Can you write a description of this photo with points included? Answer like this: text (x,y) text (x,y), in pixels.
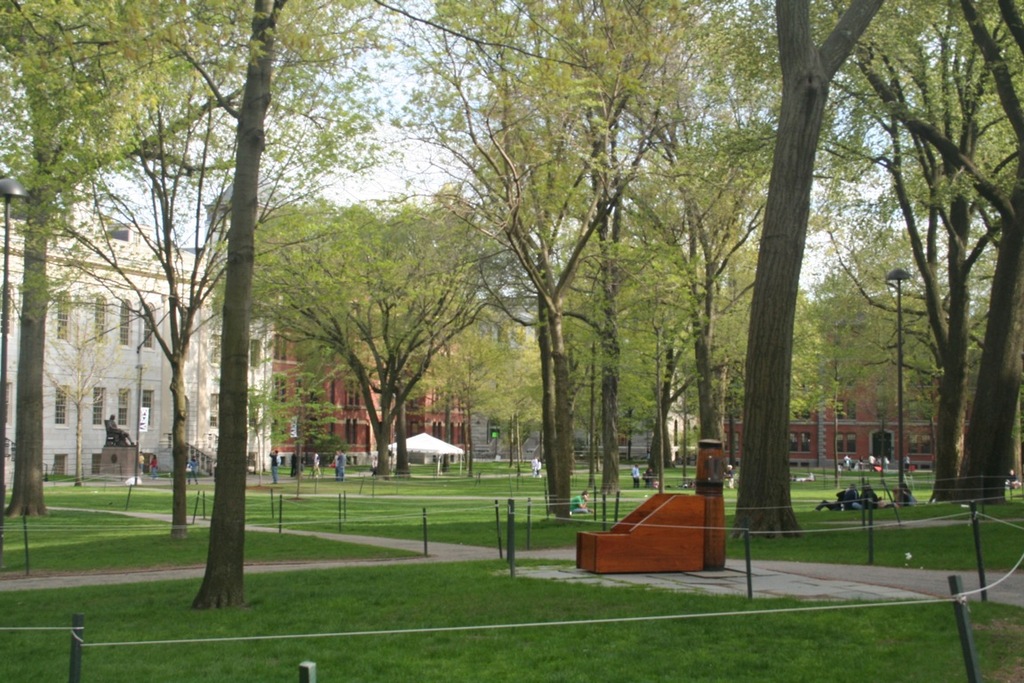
In this image we can see some poles (511,502) tied with ropes (984,589). We can also see some grass (497,616), a group of people (573,513) and an object (652,552) placed on the ground (656,585). On the backside (649,417) we can see a group of trees (596,425), the bark (561,425) of a tree (744,498), tent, a statue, some poles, buildings (248,412) with windows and the sky (476,207) which looks cloudy.
